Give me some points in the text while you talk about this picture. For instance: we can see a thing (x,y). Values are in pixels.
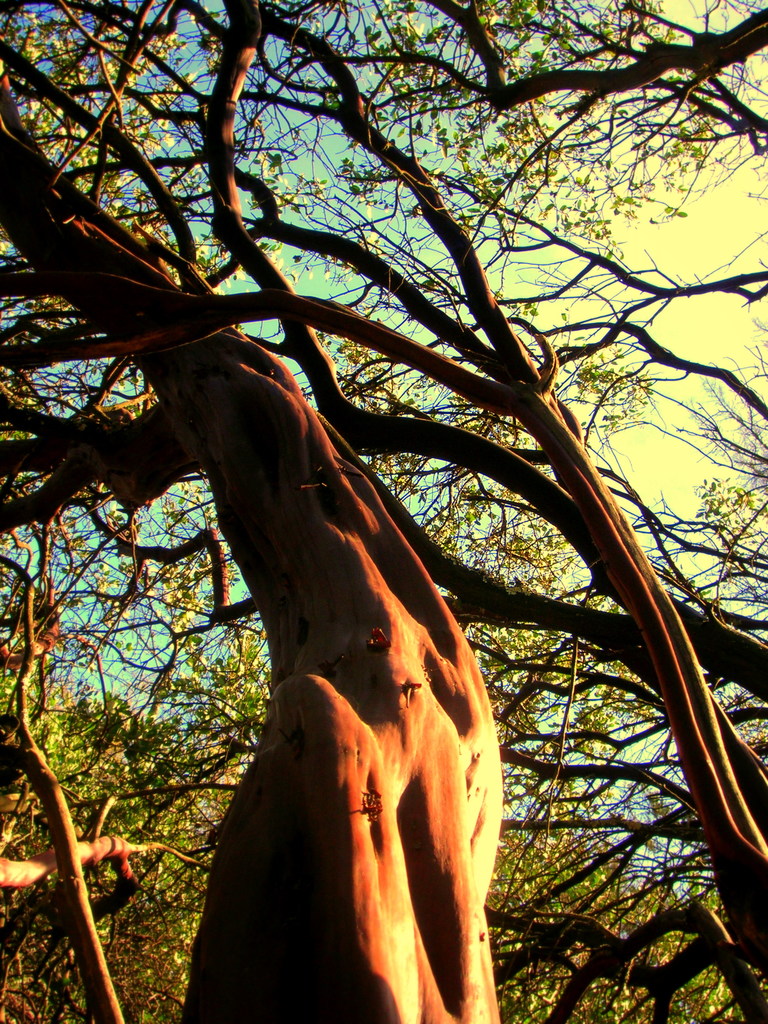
In this picture we can see many trees (242,504). At top (693,274) we can see sky (704,208) and clouds (533,229).
